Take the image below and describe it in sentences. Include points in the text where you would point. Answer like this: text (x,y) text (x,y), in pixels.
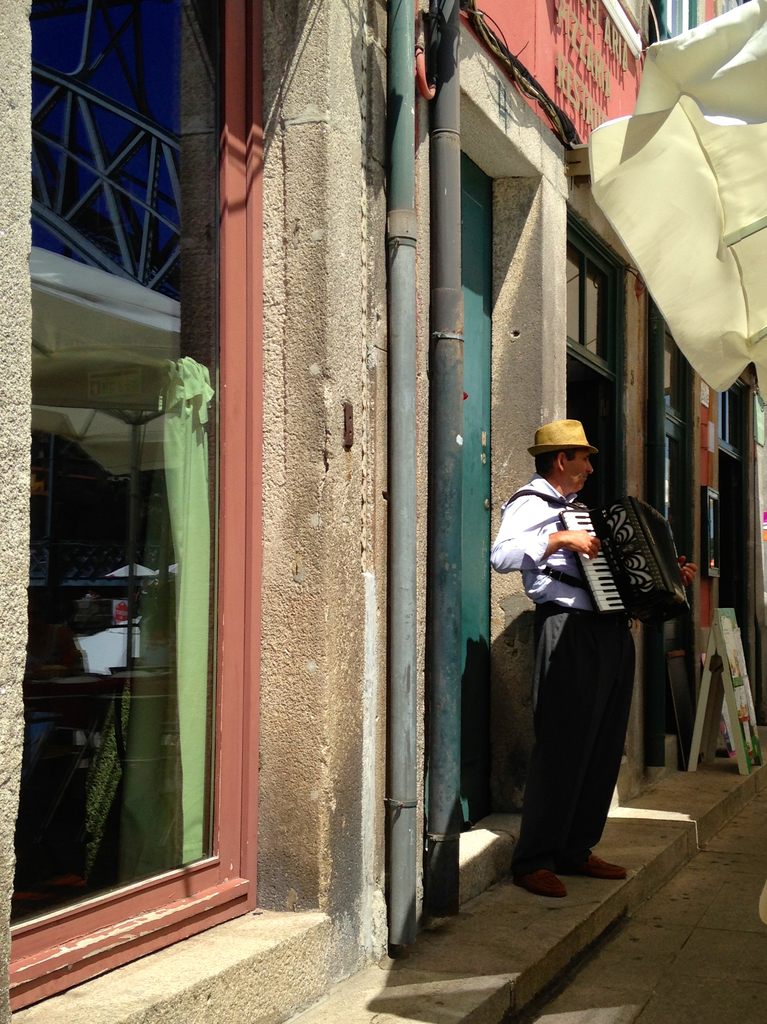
In this image there is a person (561,770) standing and playing musical instruments (600,595), behind the person (585,598) there is a building (369,596) with glass windows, pipes (388,547) and name boards (533,74) and some other objects (666,303) above and beside the person (550,733).
